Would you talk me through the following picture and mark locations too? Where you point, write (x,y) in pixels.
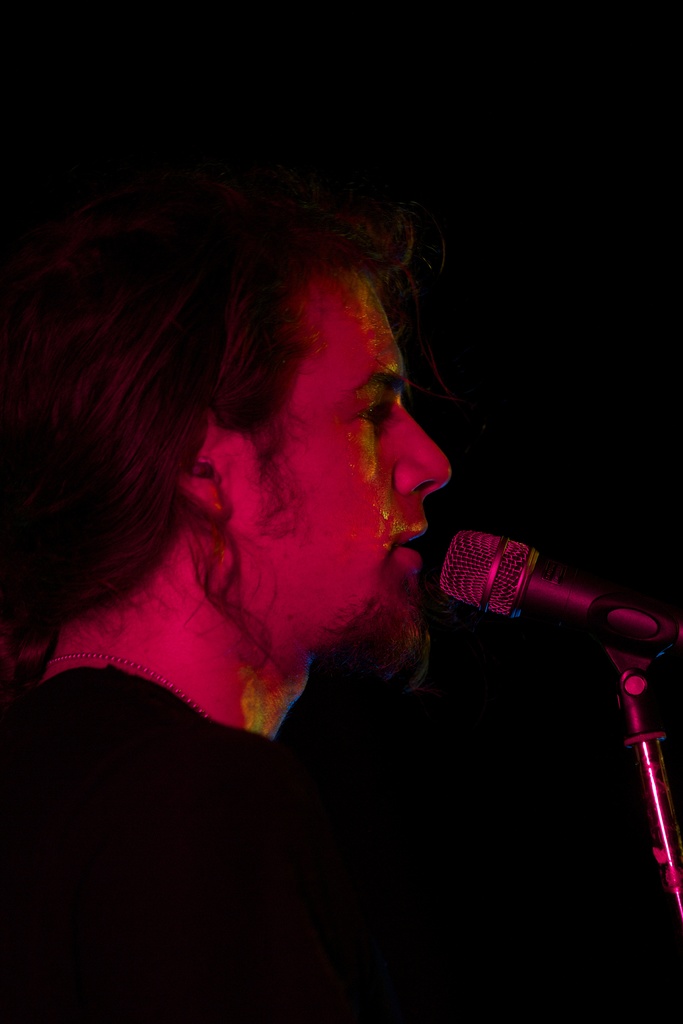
This is a zoomed in picture. In the foreground (364,345) there is a man (295,544). On the right (507,586) there is a microphone (509,589) attached to the stand (645,694). The background of the image (631,903) is very dark.
